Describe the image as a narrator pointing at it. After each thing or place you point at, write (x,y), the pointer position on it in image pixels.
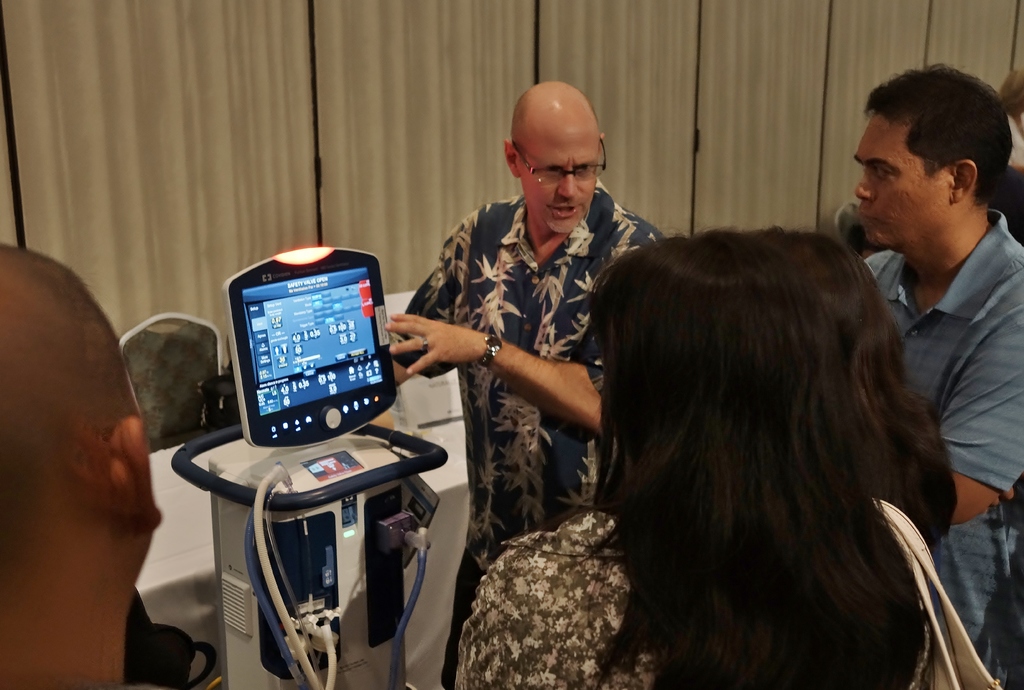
In the center of the image (388,320) a machine (314,415) is there, a man (522,292) is standing and explaining something, beside him some persons (659,432) are standing and listening. In the background of the image (175,252) we can see the wall (364,163).
